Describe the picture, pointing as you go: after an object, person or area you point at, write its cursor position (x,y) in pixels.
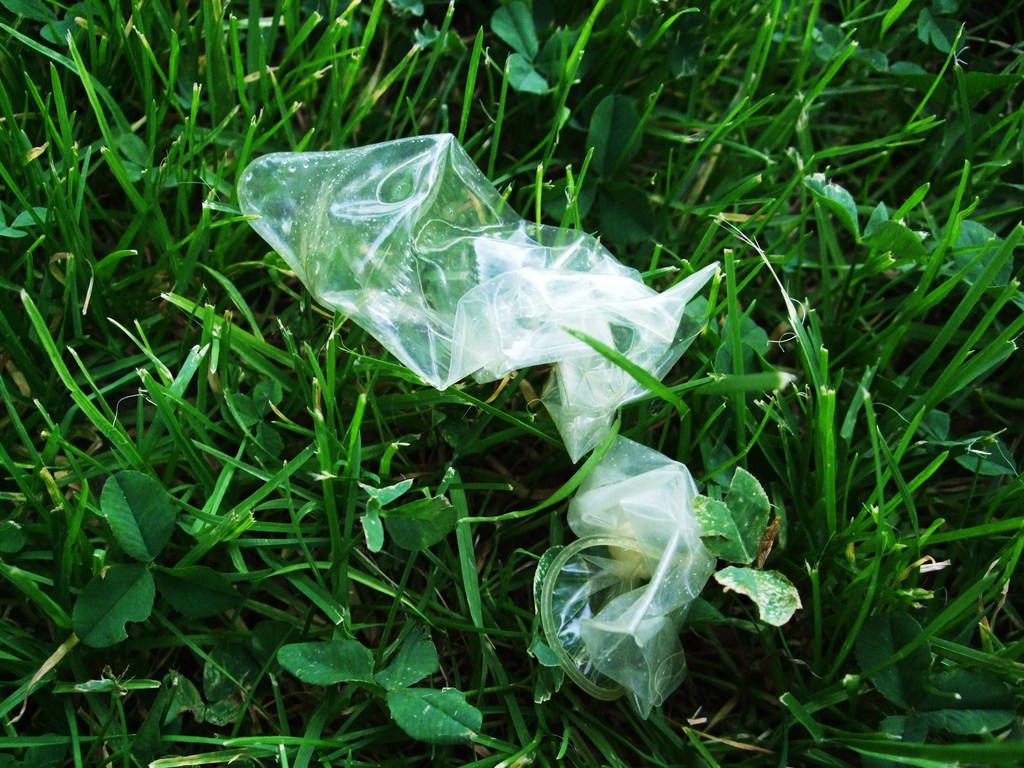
In this image we can see objects (586,301) on the grass (238,480).
